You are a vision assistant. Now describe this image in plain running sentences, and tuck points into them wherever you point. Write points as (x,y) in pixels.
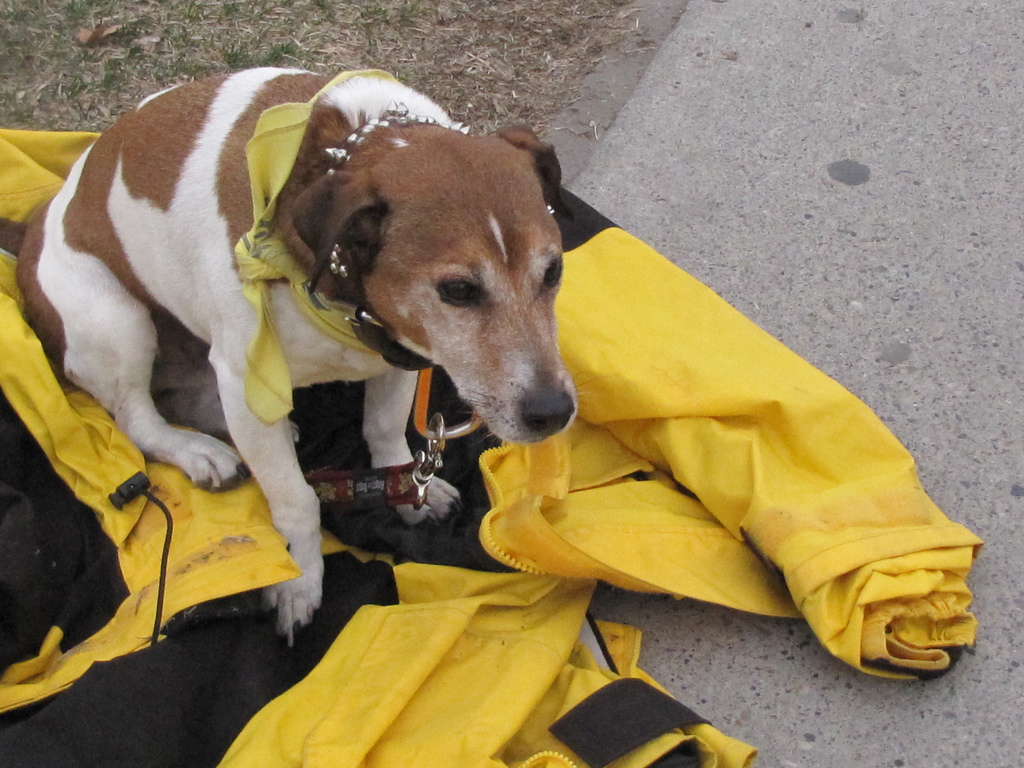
In this picture there is a dog (357,215) on the left side of the image (326,235), on a jacket (507,700).
